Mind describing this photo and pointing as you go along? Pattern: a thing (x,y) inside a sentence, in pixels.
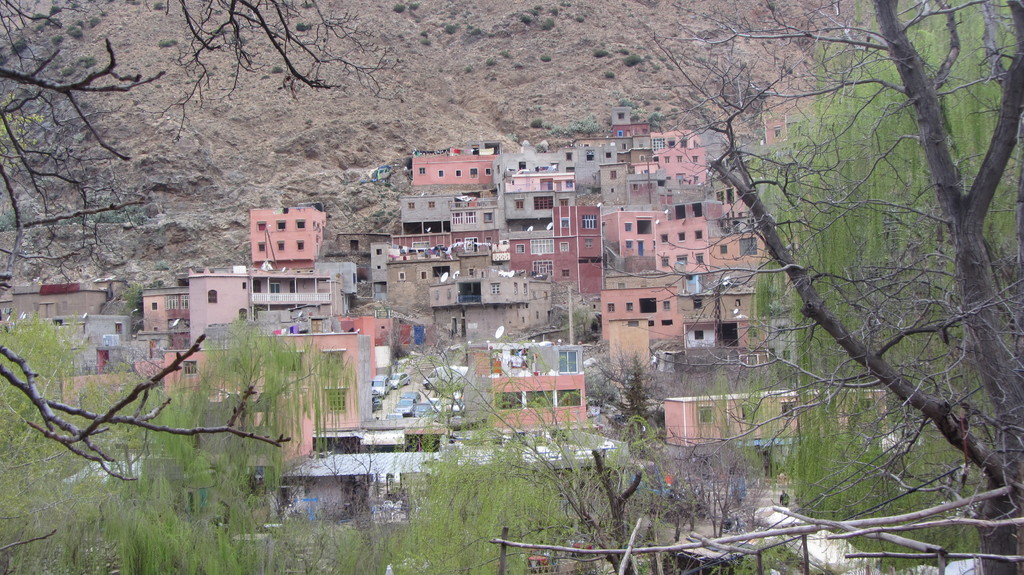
In this image in the center (590,240) there are buildings (534,386). In the front (475,455) there are trees (829,458). In the background (419,116) there is a mountain (455,83).
